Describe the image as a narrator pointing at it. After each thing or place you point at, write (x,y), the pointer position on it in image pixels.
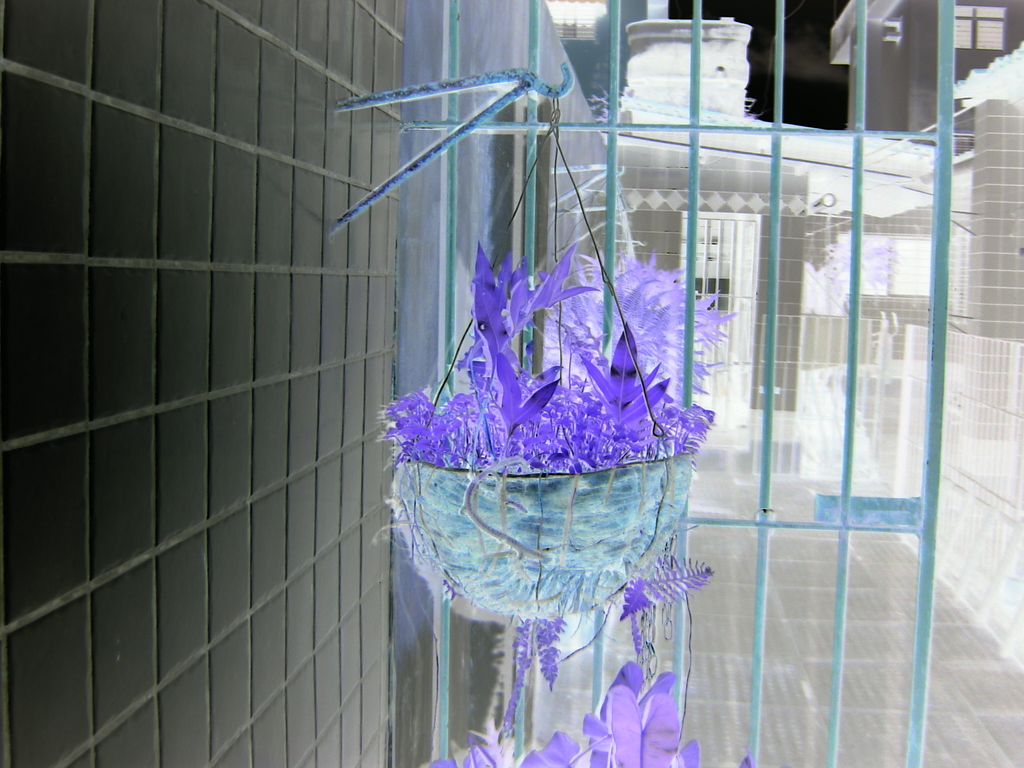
In this image we can see a potted plants (540,473), there are some buildings (784,292) and the grille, on the left side of the image (190,426) we can see the wall (186,440).
